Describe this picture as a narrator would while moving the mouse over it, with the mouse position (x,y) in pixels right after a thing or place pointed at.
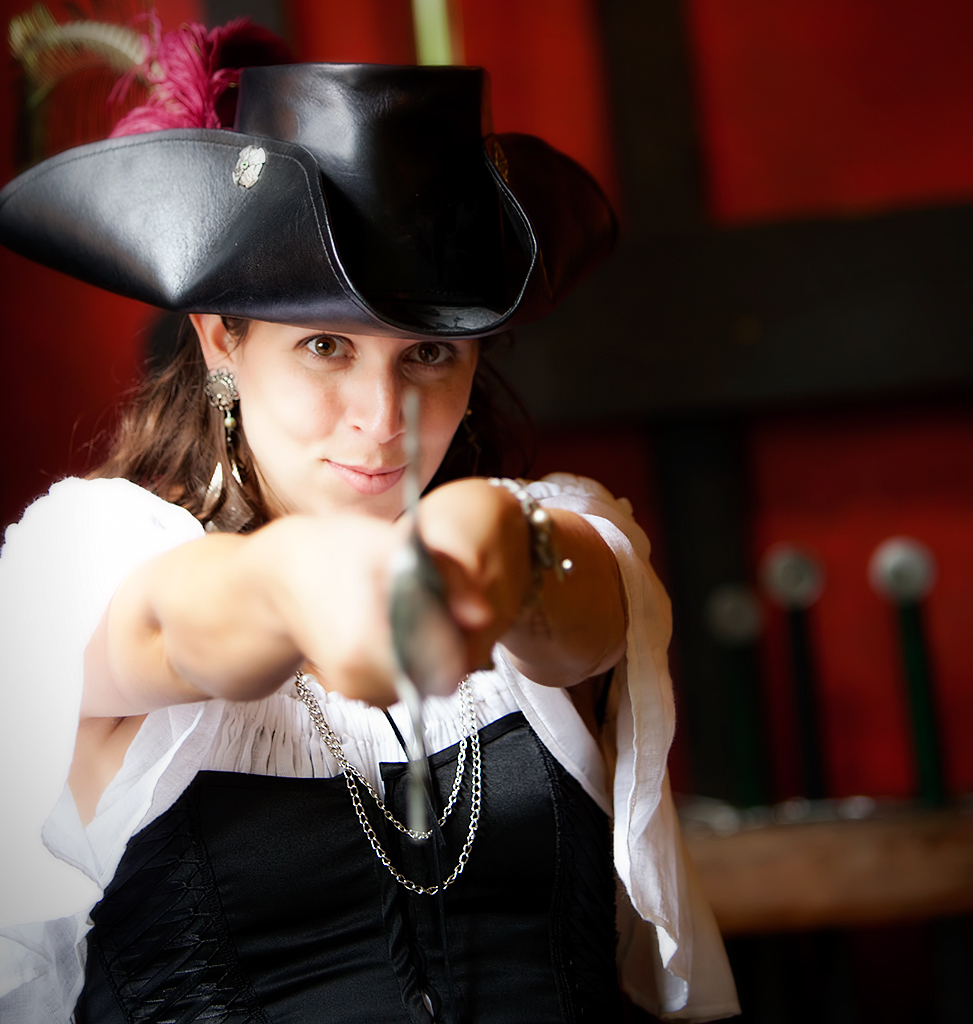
In this image we can see a person (35,630) wearing a cap (115,151) and holding an object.
